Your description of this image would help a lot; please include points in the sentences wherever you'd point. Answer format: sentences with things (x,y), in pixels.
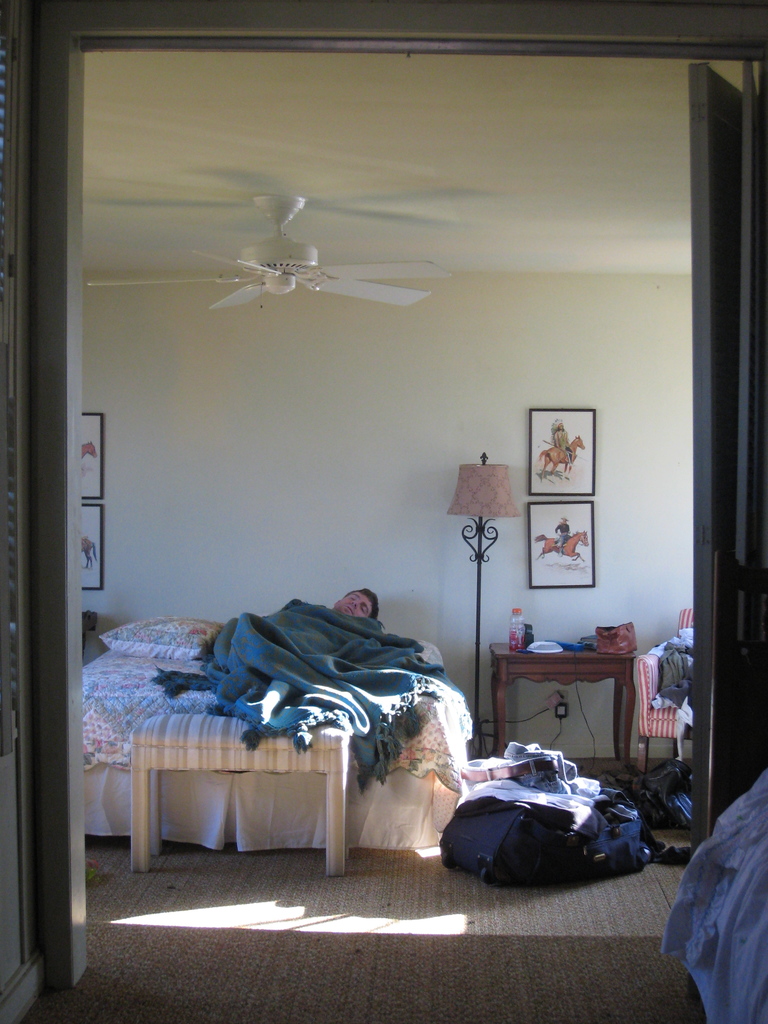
Under the blanket (313,652) there is a man (359,616) who is laying on a bed (128,696). Besides the bed (391,809) there is a lamp (490,472). On the table (528,661) there is a bottle (515,629), plate (549,648) and box (609,642). On the right (651,724) there is a chair (644,695) on which having a some cloth (678,664). On the background (383,429) there is a wall (412,406) and some photo frames (573,458) which shows that a man (562,539) and a horse (553,541). On the right corner (761,110) there is a door (742,241). Here it's a fan (278,251). On the there is a blue bag (549,842) and a towel (550,770).
